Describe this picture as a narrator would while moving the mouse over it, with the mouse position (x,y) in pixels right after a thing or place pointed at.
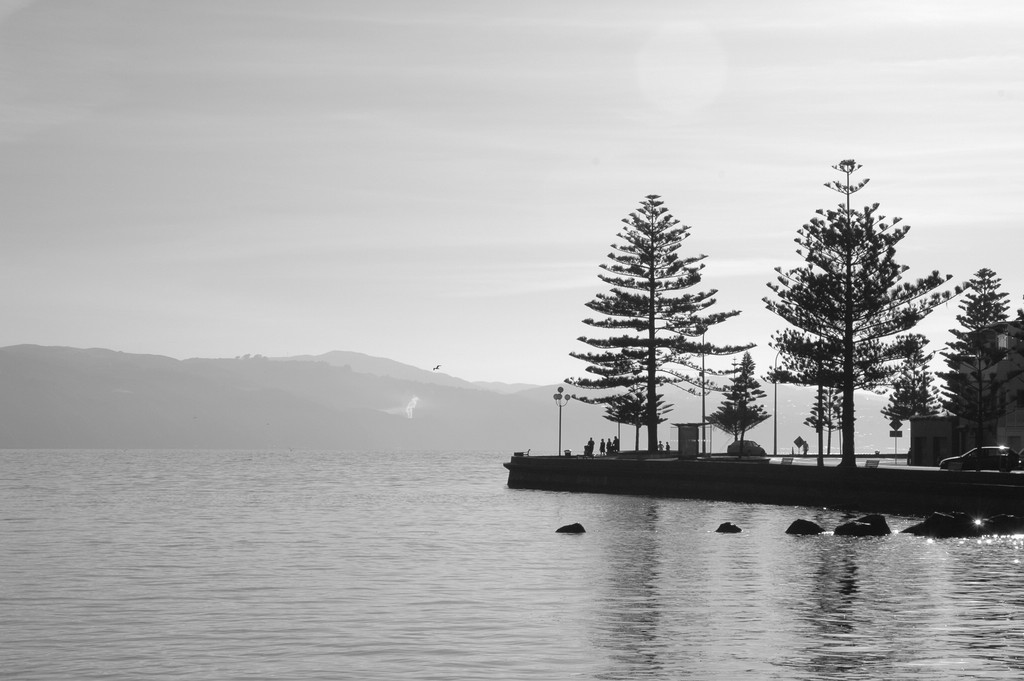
In this picture there are trees (976,334) and there are vehicles (962,463) on the road (938,466) and there is a building (1018,342) and there are group of people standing on the road (619,457) there are street lights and there are stones (963,531). At the back (126,381) there are mountains (383,380). At the top (361,180) there is sky (439,217) and there are clouds (739,198) and there is a bird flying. At the bottom (377,568) there is water (204,506).
